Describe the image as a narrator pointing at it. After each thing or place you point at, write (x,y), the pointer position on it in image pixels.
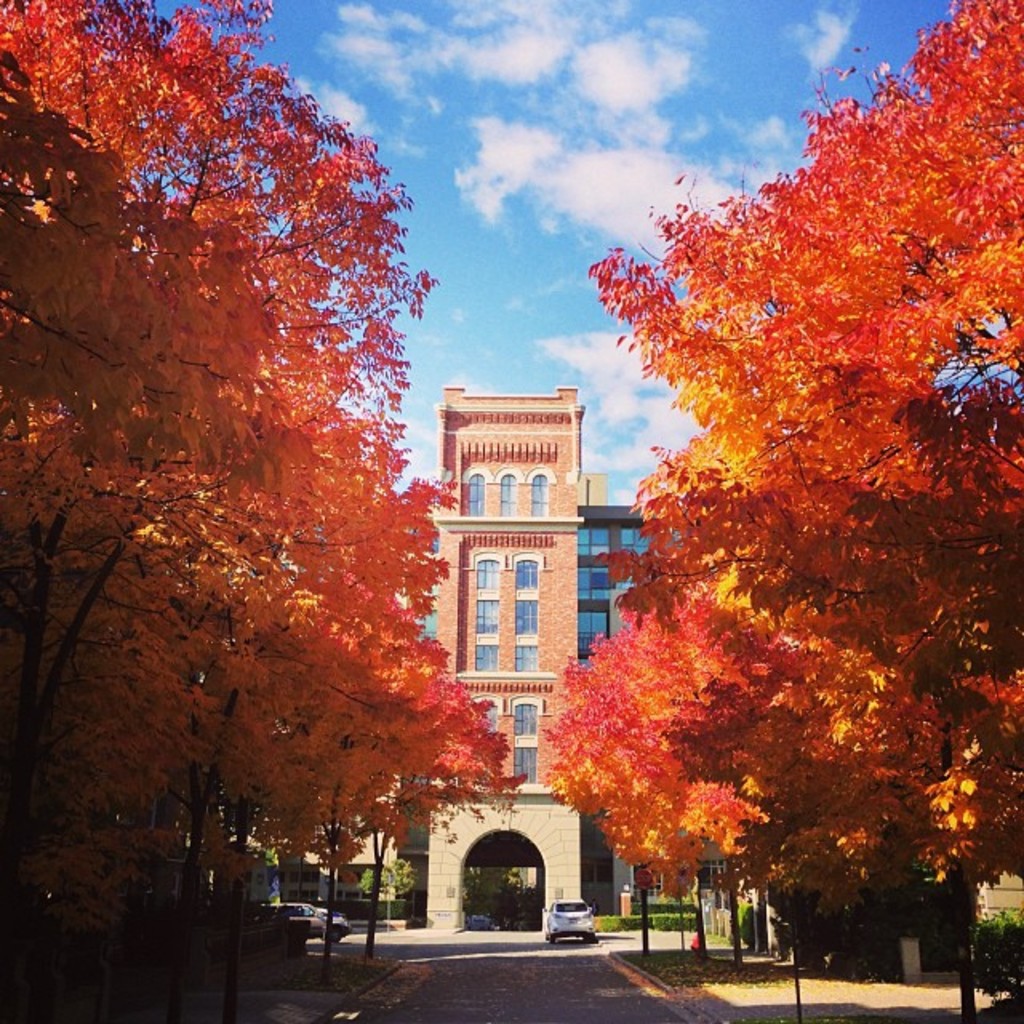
In this image we can see a building (572,599) with windows (597,630). We can also see some vehicles (577,923) on the pathway (678,942), some plants (605,929), a group of trees (649,707) and the sky (592,237) which looks cloudy.
